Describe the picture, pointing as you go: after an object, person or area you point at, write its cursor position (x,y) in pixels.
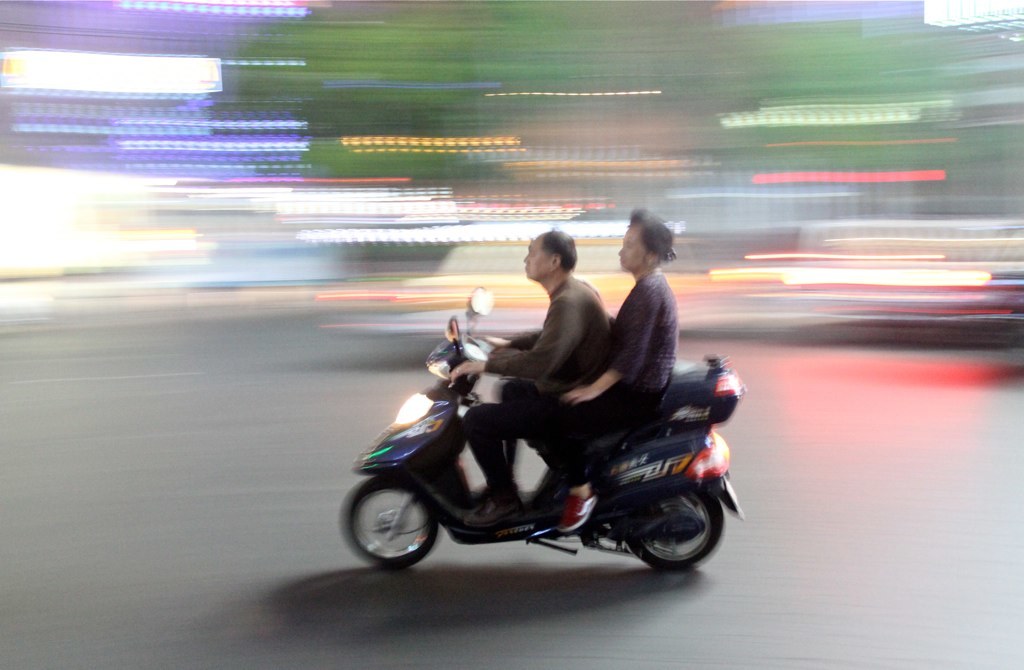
In this image I can see one person (498,415) is riding the bike (407,488) on the road (343,550). At the back of this person (596,340) there is another person (645,371) is sitting.
